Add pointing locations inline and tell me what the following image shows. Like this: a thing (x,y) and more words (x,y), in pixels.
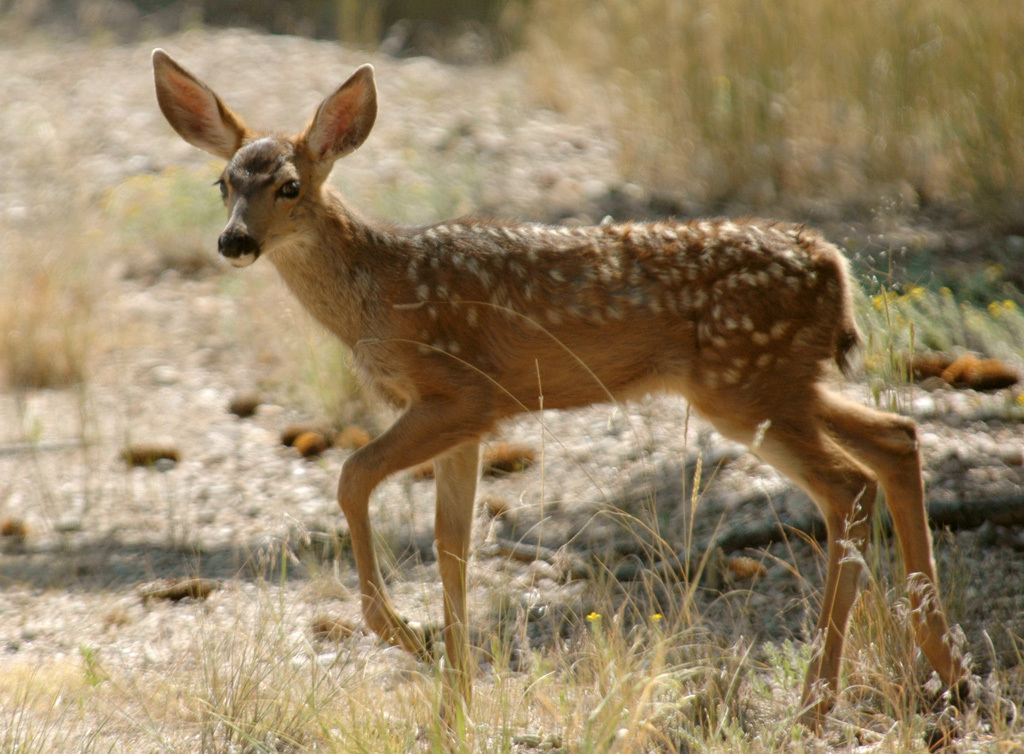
In this image in the center (381,274) there is a deer (343,282) and at the bottom (242,609) there is grass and some stones (567,504). And in the background (301,94) there are plants (817,187), flowers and some stones (204,549).
